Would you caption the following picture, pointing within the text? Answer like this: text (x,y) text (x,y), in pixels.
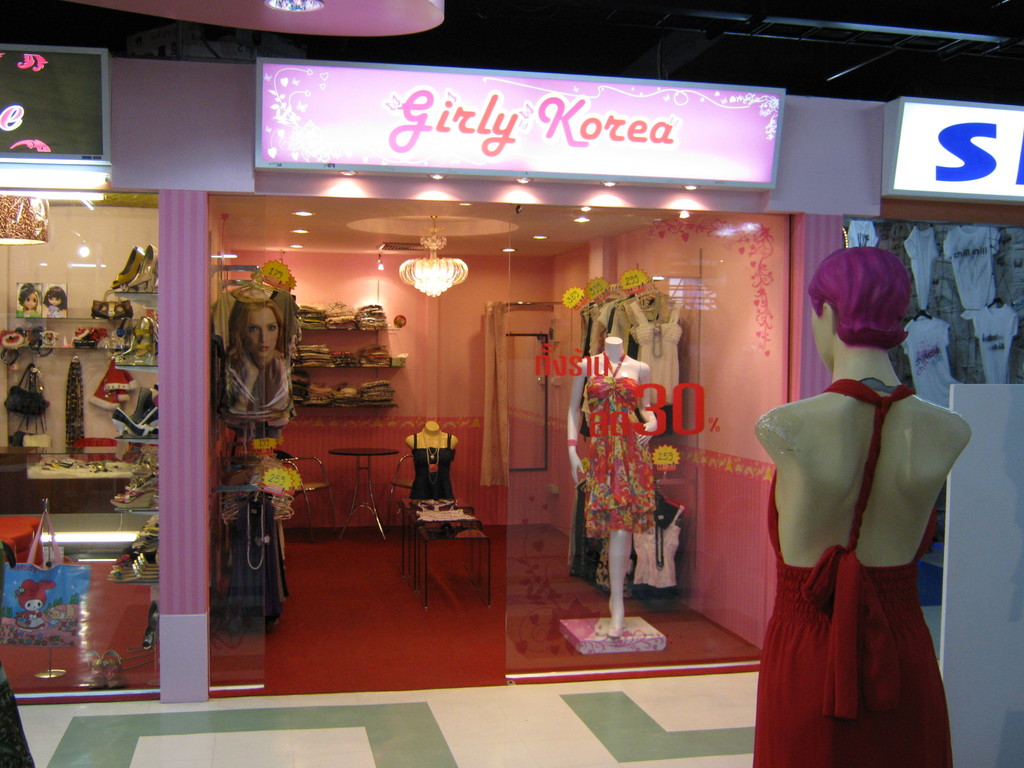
In this image I can see the mannequin (791,518) and the dress (821,614) which is in red color. In-front of the mannequin (804,517) I can see the shop (463,472). Inside the shop (293,495) I can see another mannequin (633,485) with the dress (617,494). I can also see many colorful clothes (577,533). To the left (50,478) there is an another stall (62,390) with many things (51,466) in it. I can see some boards (527,113) on the top of the shop (532,144).
